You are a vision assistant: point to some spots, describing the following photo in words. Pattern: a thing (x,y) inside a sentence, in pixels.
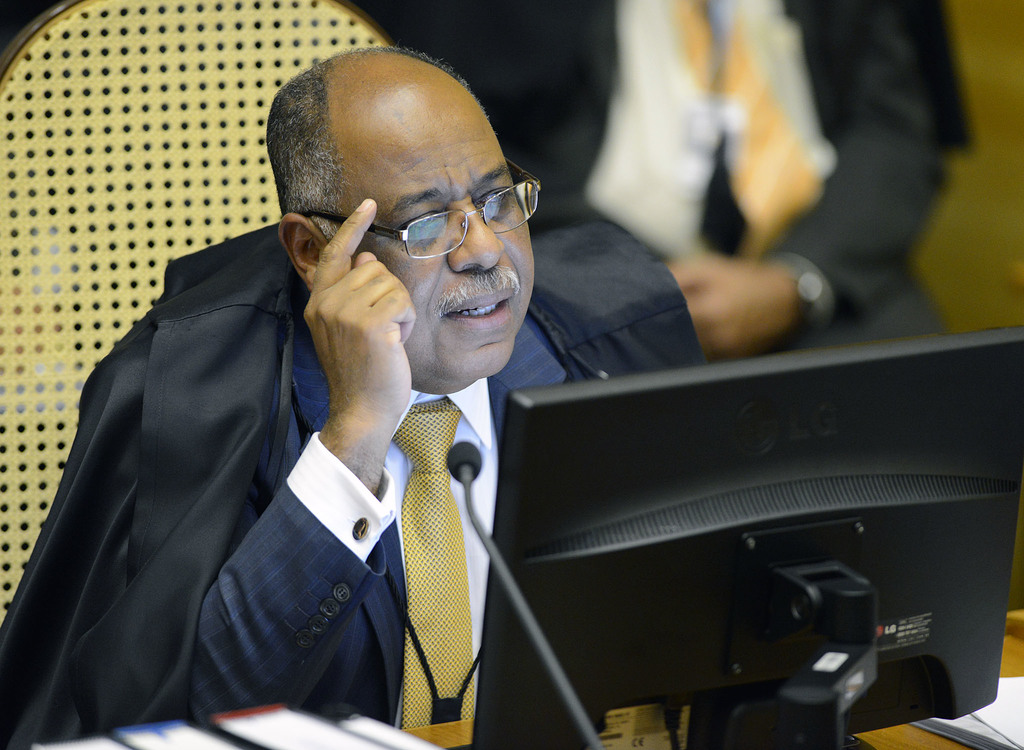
In this picture I can see there a person (370,244) sitting and there is a computer (766,493) in front of him. In the backdrop (699,229) there is another person (754,210) sitting.
